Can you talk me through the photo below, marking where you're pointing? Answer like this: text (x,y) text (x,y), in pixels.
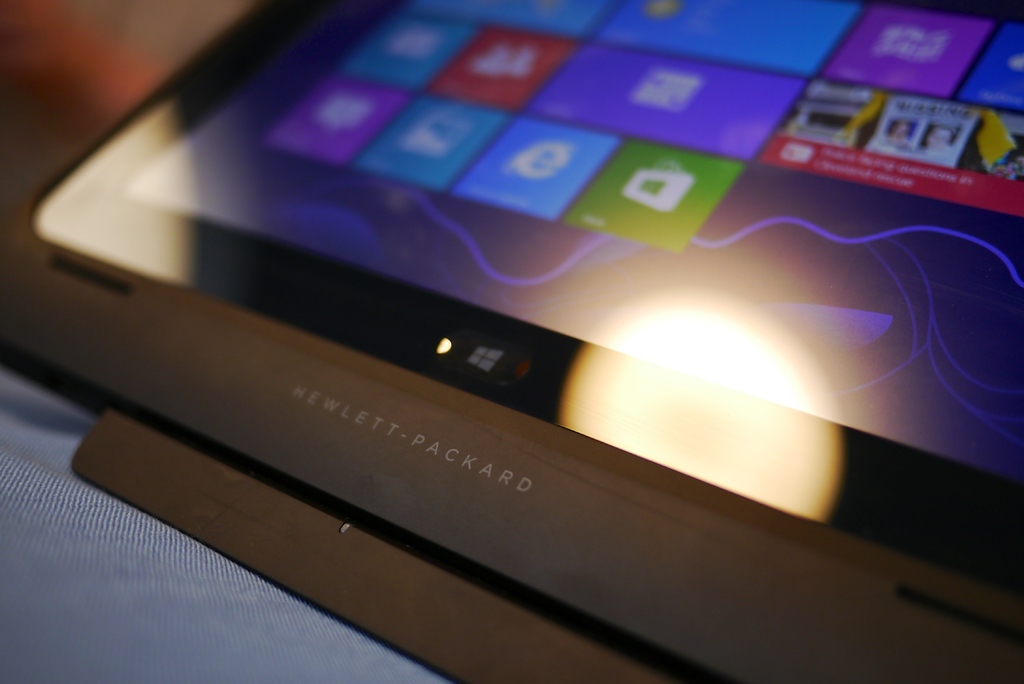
In this image we can see a tab (658,509).
